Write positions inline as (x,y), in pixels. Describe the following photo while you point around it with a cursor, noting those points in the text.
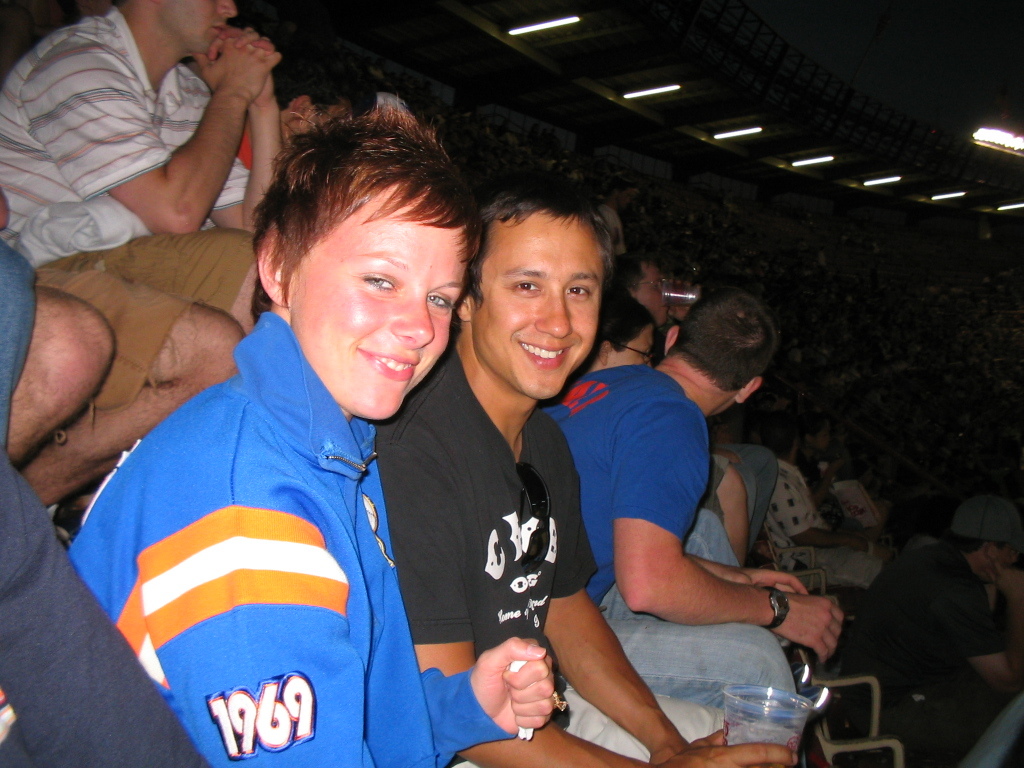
In this image I can see the group of people (435,354) with different color dresses (330,497) and I can see two people (652,735) are holding the glasses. There are many lights (803,164) at the top (753,132) and I can see the black background (758,180).
